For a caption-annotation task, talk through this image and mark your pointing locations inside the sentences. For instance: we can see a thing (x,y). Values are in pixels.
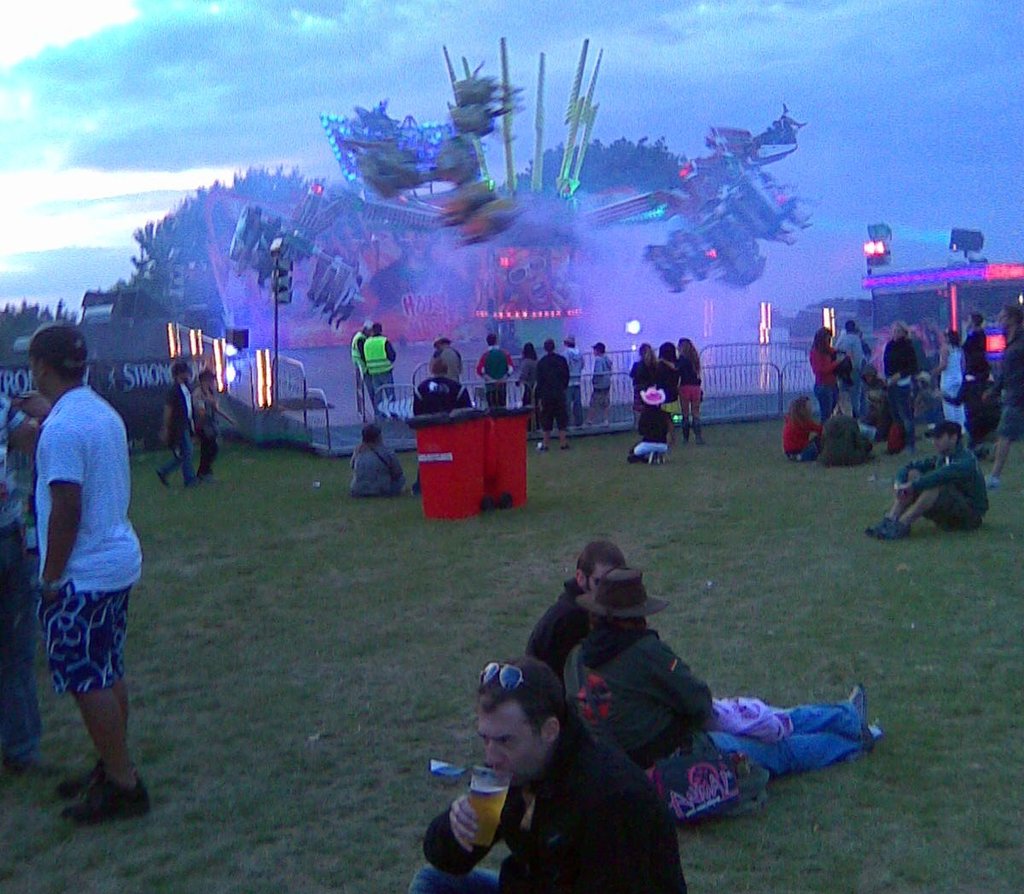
The picture is taken in an open area (551,593). There are many people (87,504) on the ground (922,585) few (656,809) are sitting, few (130,588) are standing. In the middle (475,470) there are dustbins (472,470). In the foreground (484,704) a person (514,760) is having a drink (481,820). In the background (432,226) there is an adventure ride (386,229), there are lights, trees (211,233), buildings (880,320), barricade (705,381). The sky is cloudy.
